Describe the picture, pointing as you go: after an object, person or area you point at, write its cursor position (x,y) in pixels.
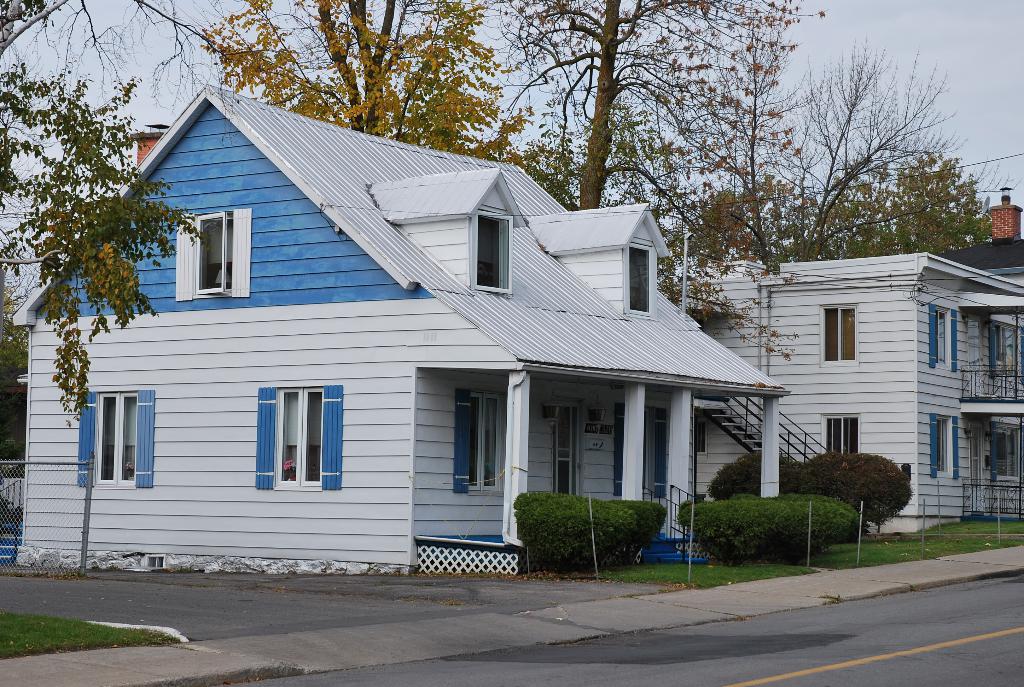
In the middle of the image (631,229) we can see some buildings (136,463), plants (568,547) and trees (900,250). At the top of the image (1015,128) we can see the sky (940,43).
